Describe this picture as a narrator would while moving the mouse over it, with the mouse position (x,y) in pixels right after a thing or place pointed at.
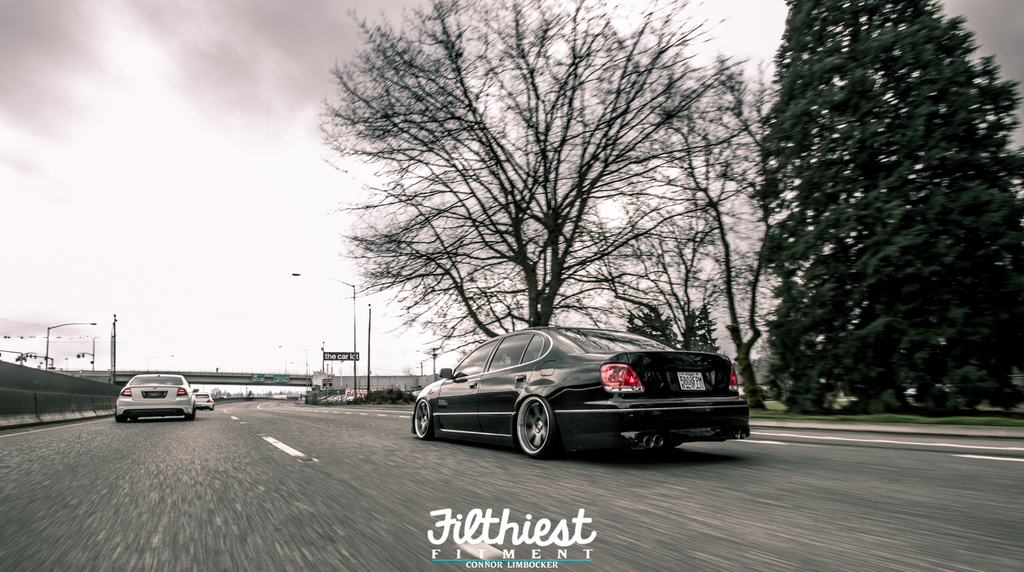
In this image in the front (584,417) there is a car (608,409) which is black in colour moving on the road (16,491). On the right side (704,291) there are trees (881,272). On the left side (24,401) there is a wall (58,406) and in the center (357,341) there are cars (190,398), there is a bridge (280,383), there are poles (369,392), plants (380,398) and the sky (224,75) is cloudy.
